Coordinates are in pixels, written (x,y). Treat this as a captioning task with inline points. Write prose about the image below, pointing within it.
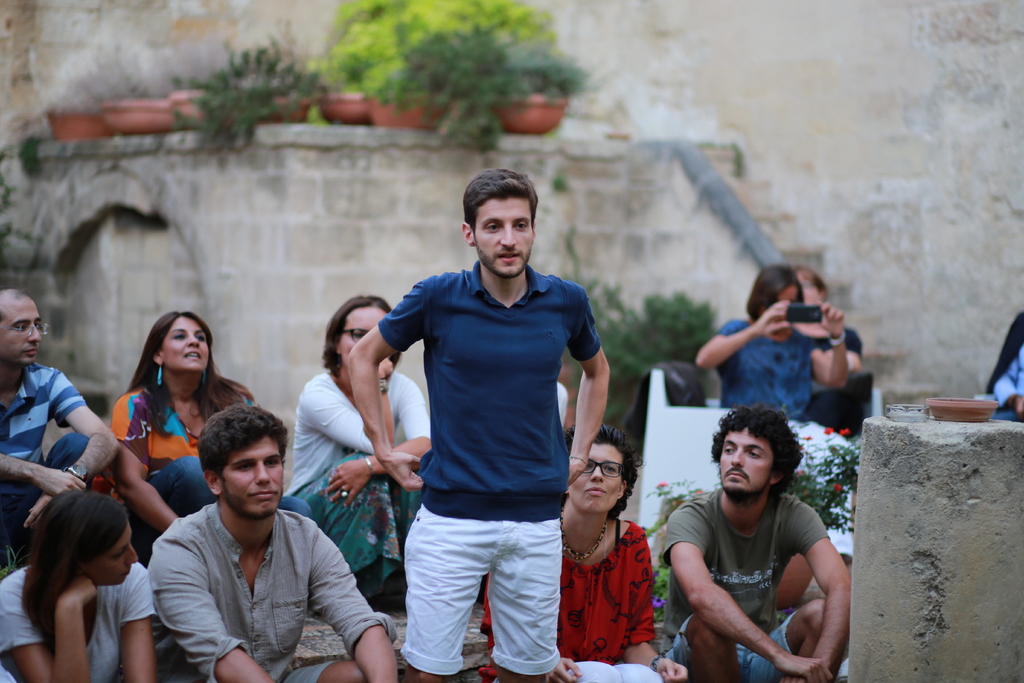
In this image I can see group of people (349,577) sitting, in front (476,435) the person (445,444) is standing wearing blue shirt (490,439), white pant (463,542). Background (774,388) I can see a person (798,294) holding a mobile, plants (693,324) in green color and the wall (774,127) is in cream color.
